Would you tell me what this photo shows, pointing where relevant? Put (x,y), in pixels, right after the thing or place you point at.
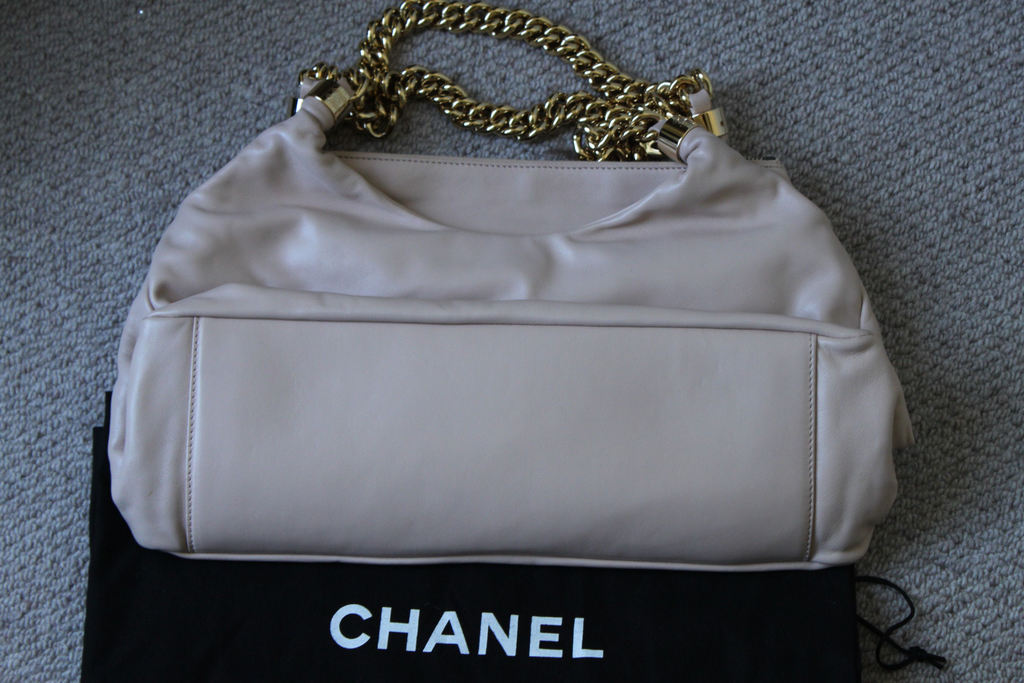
In the center of the image (467,258) there is a cream colored handbag (467,258). There are chains (497,112) attached to the handle (466,107). In the background (856,188) there is a mat (907,125).
